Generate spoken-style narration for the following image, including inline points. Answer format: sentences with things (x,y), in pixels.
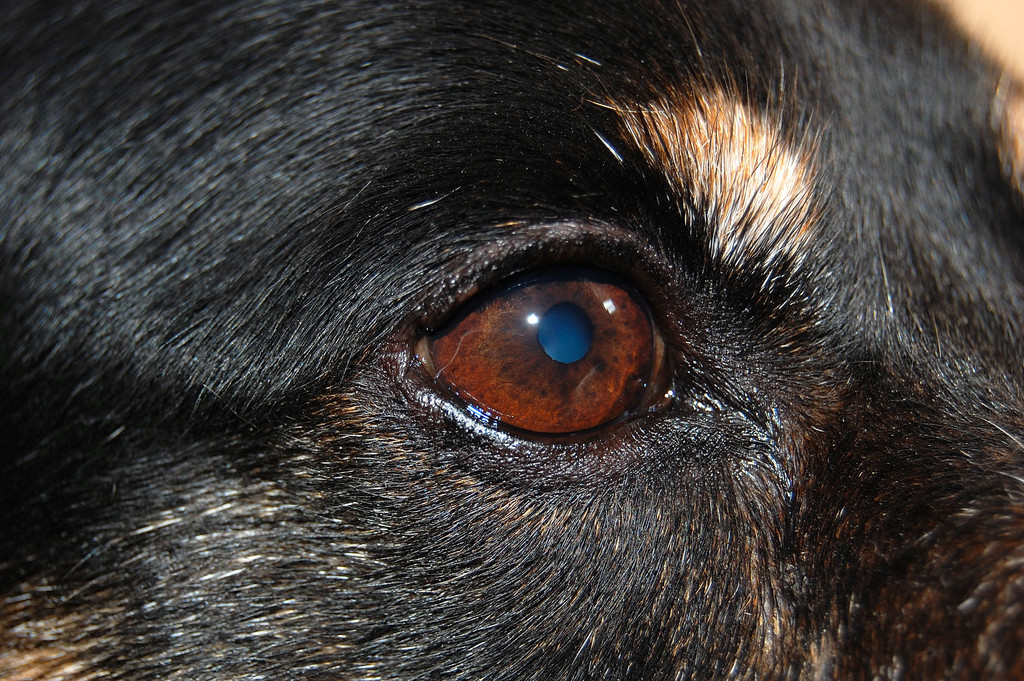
In this picture we can see dog's eye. At the top (605,99) we can see white and black hairs (605,99).
